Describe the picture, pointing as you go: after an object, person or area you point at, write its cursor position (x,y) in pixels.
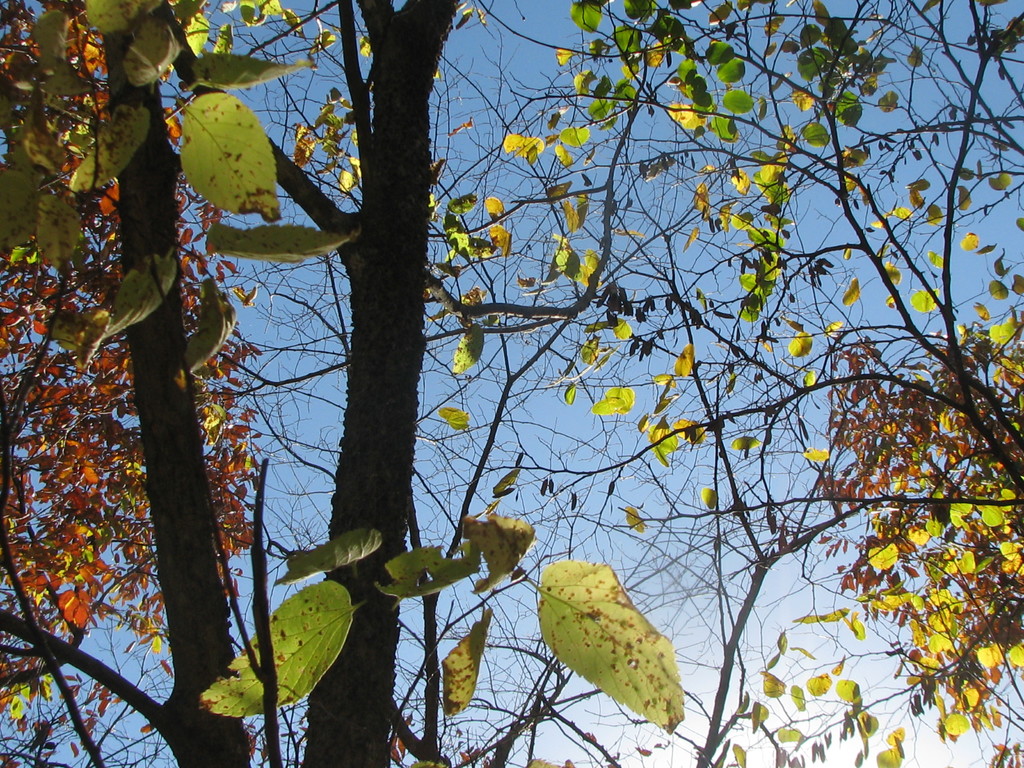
In this picture, we see the trees (46,499) which have dry and green leaves (585,361). In the background (551,34), we see the sky (525,125), which is blue in color.
